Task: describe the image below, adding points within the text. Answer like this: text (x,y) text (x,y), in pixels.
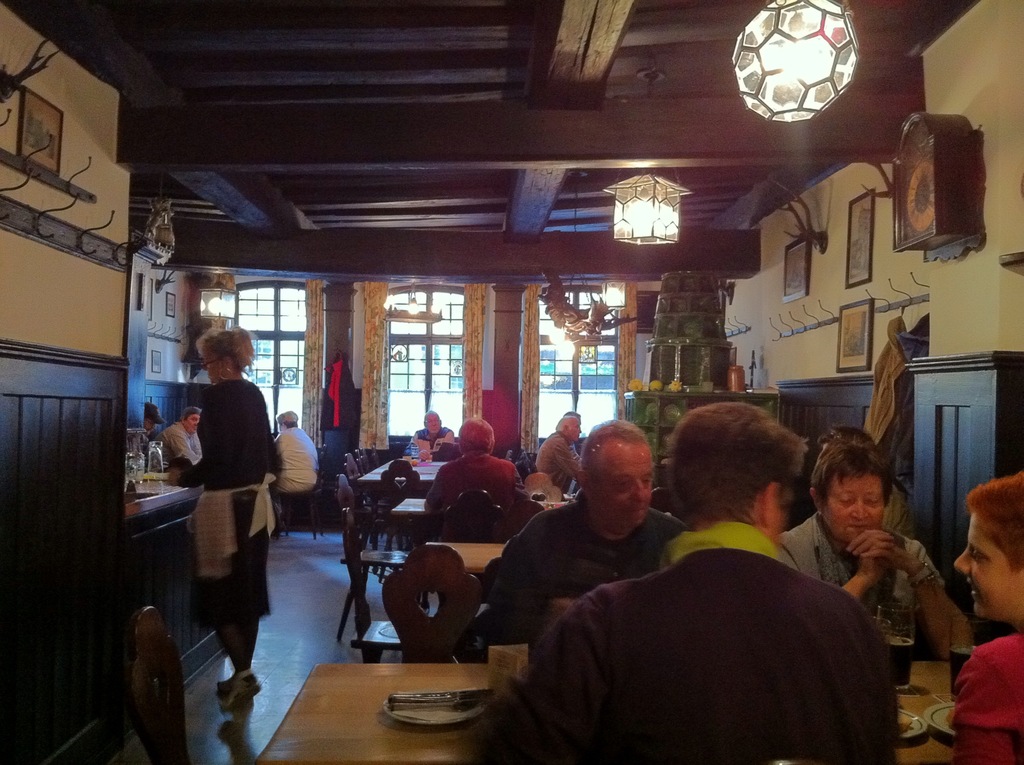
In this image we can see some group of persons (507,584) sitting on chairs (348,595) around tables (438,666) on which there are some food items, drinks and we can see some paintings (852,244) attached to the wall (825,278), there are some windows (609,350), top of the image (575,124) there is a roof (488,173) and there are some lights (630,208).
